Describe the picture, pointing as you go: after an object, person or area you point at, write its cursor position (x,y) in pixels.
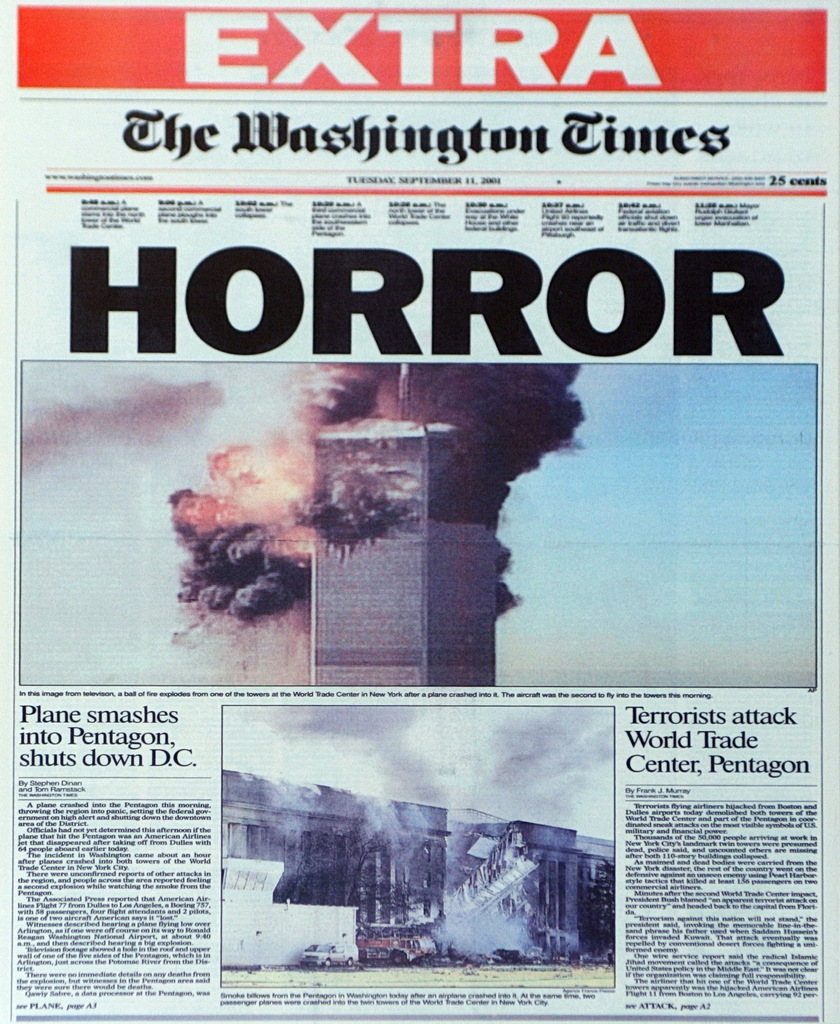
In the picture I can see a news article (370,570). In this article (472,878) I can see photos (404,863) of buildings (446,677), fire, smoke (407,722), the sky (591,514) and some other things (421,974). I can also see something written on the article (203,838).
